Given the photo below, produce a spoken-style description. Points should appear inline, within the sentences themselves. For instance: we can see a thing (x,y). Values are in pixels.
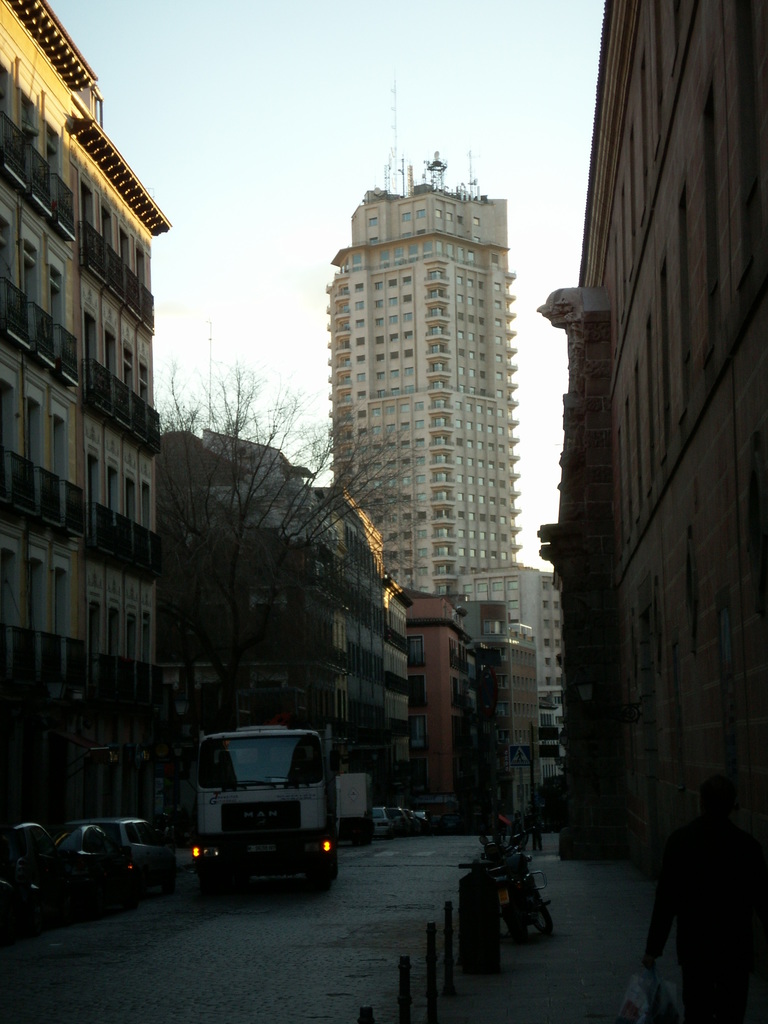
In this picture we can observe a road (372,843) on which a vehicle (244,799) was moving. There are some cars (100,856) parked beside this vehicle (254,827). We can observe some poles (370,1019) and a bike (514,905) parked in the right side (516,878). There is a tree (219,579). We can observe buildings (420,569) here. In the background (277,166) there is a sky (310,98).
